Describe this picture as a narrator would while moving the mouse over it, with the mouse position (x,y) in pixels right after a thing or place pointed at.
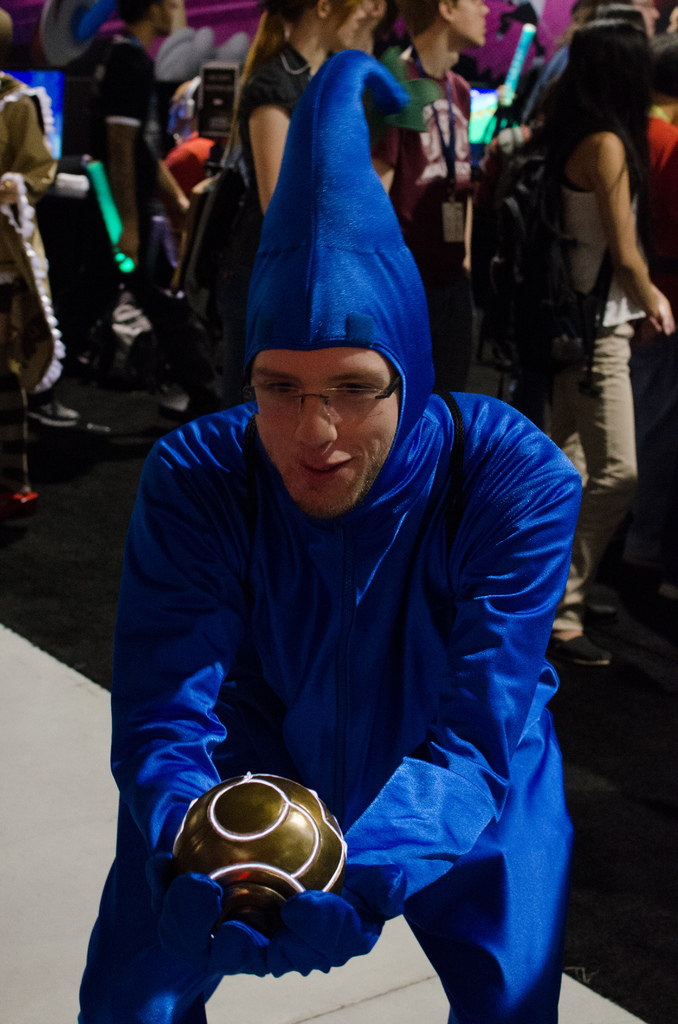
In the image we can see a person (388,576) wearing clothes (397,617), spectacles (370,402), gloves (297,909) and holding circular object (281,820) in hand (305,914). Behind the person (259,509) there are many other people (144,8) wearing clothes (391,150) and the footpath (44,749).
